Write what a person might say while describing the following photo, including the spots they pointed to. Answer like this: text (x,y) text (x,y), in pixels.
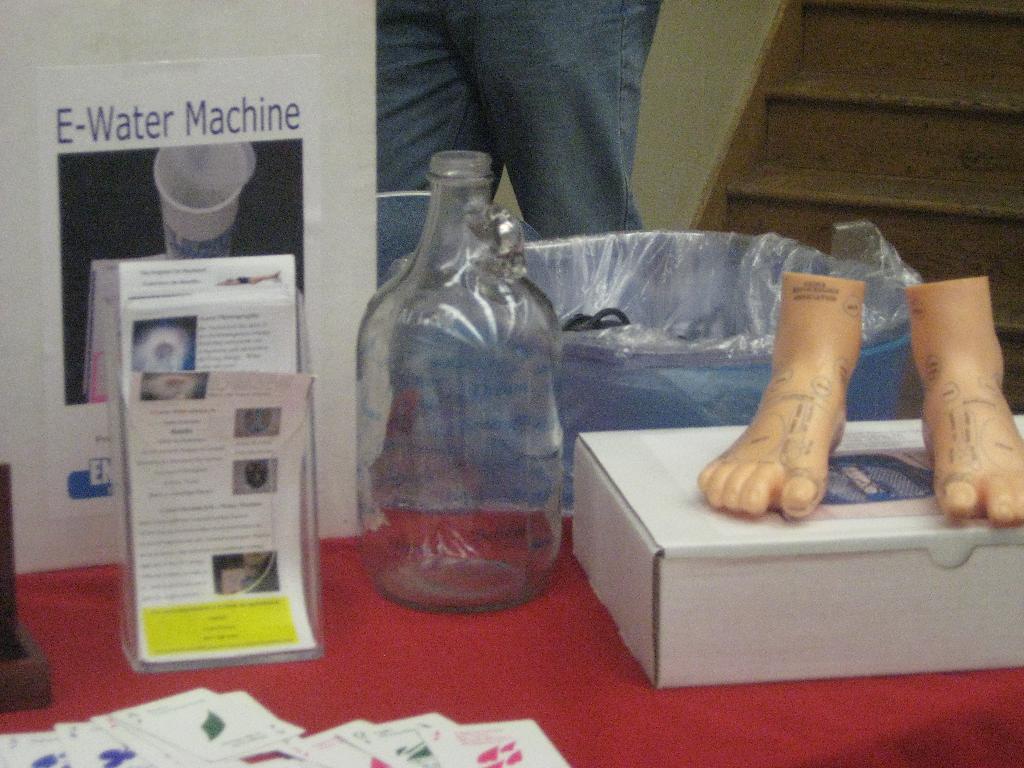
In this image I can see a bottle (540,319), a container (594,287), a box (670,510) and a paper (189,321). I can also see a person (575,104).
